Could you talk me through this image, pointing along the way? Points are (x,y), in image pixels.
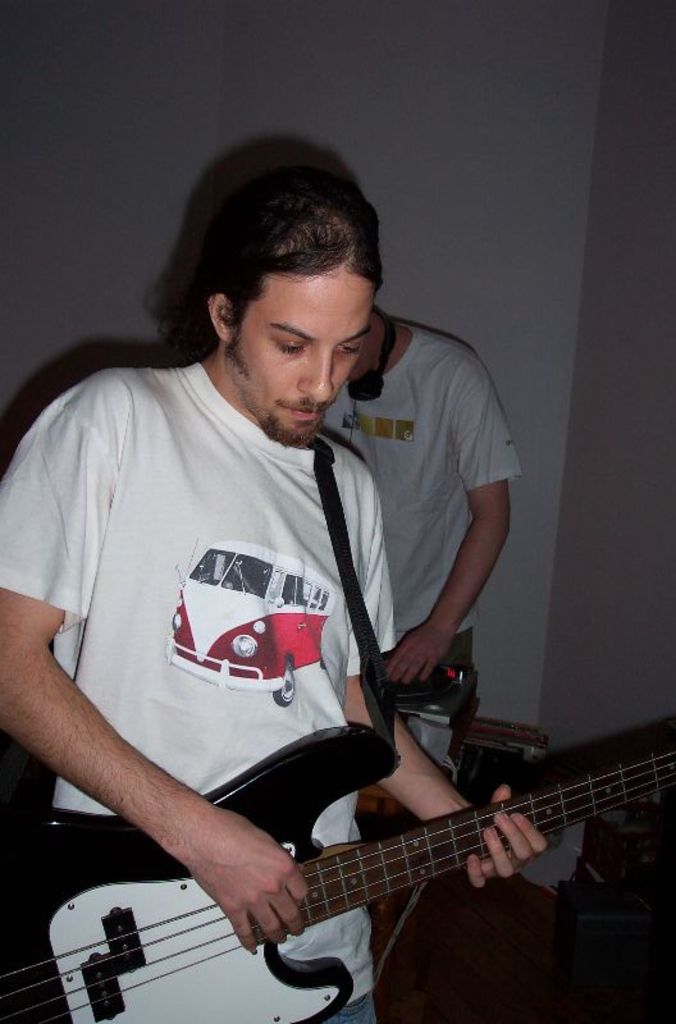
In this image on the left (164,708) there is a man (226,611) he wear white t shirt (219,597) and trouser (369,1000) he is playing guitar (308,833). In the background (455,511), there is a man (422,459) he wear white t shirt (412,448) and head set (382,355), and there is wall (564,385) and table (452,742).
